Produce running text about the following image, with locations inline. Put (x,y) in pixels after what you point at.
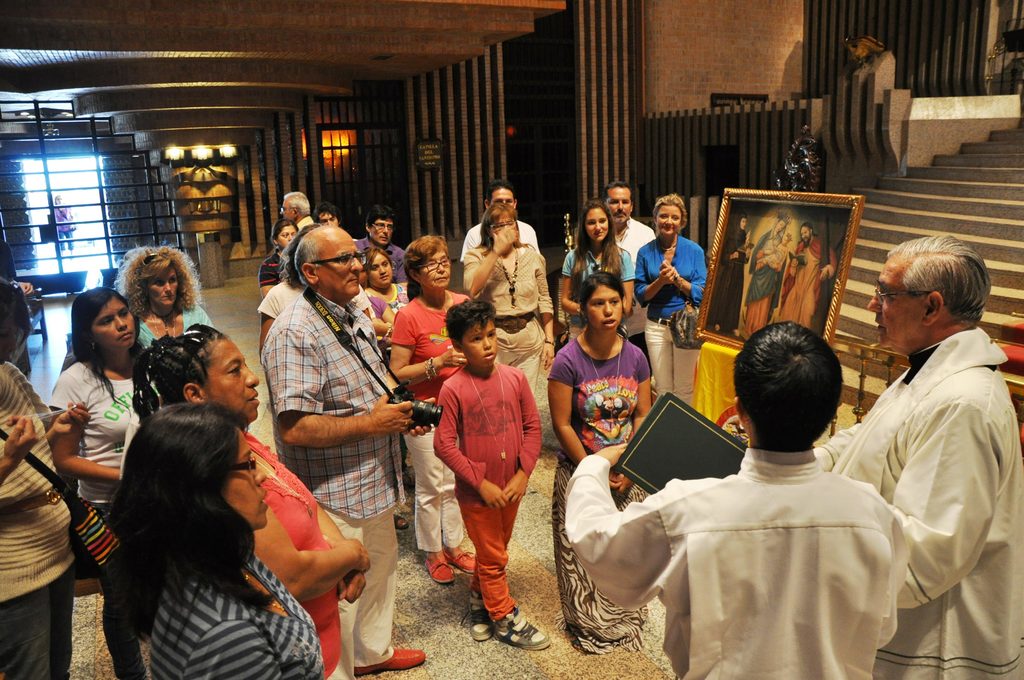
In the front of the image (502,520) we can see people (705,526), picture (807,295) and table (712,360). Picture (753,332) is on the table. Among them one person (312,277) is holding a camera (422,403) and another person (732,474) is holding a book (660,447). In the background (64,240) there are lights (333,143), grilles (330,176), person (69,225), steps (929,215), board (421,160) and things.
